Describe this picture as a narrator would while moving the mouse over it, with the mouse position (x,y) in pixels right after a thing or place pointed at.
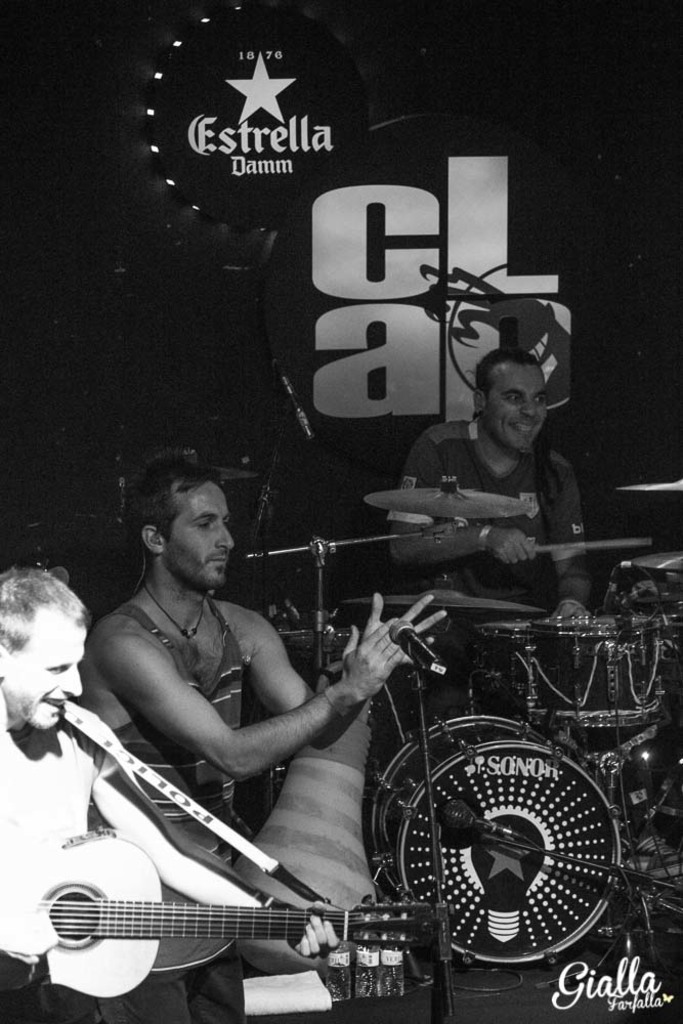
In the image we can see there are people (233,689) who are standing and holding guitar (337,924) in their hand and another man (540,523) is sitting and playing a drum set (518,782) and the image is in black and white colour.
